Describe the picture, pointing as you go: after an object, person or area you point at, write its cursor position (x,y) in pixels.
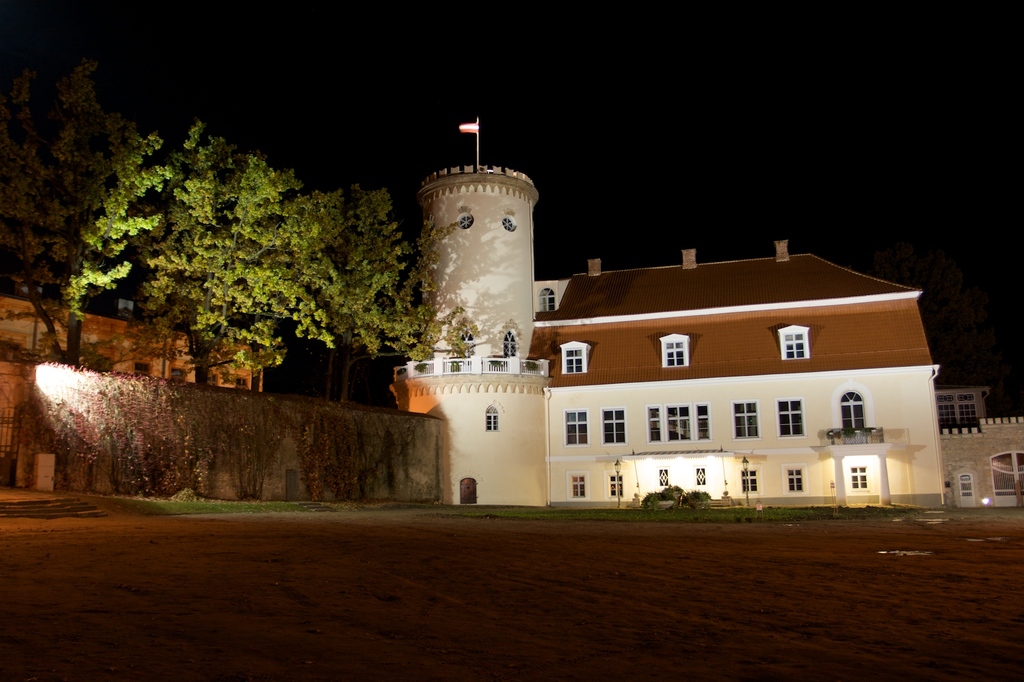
In this image there are buildings (750,440), there is a building (995,473) truncated towards the right of the image (981,440), there is a building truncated towards the left of the image (3,302), there are trees (282,225), there is a tree (75,272) truncated towards the left of the image (33,142), there are plants (652,496), there is grass (526,513), there are windows (733,434), there is the door (1004,492), there is a pole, there is a flag (473,131), the background of the image (449,92) is dark.
